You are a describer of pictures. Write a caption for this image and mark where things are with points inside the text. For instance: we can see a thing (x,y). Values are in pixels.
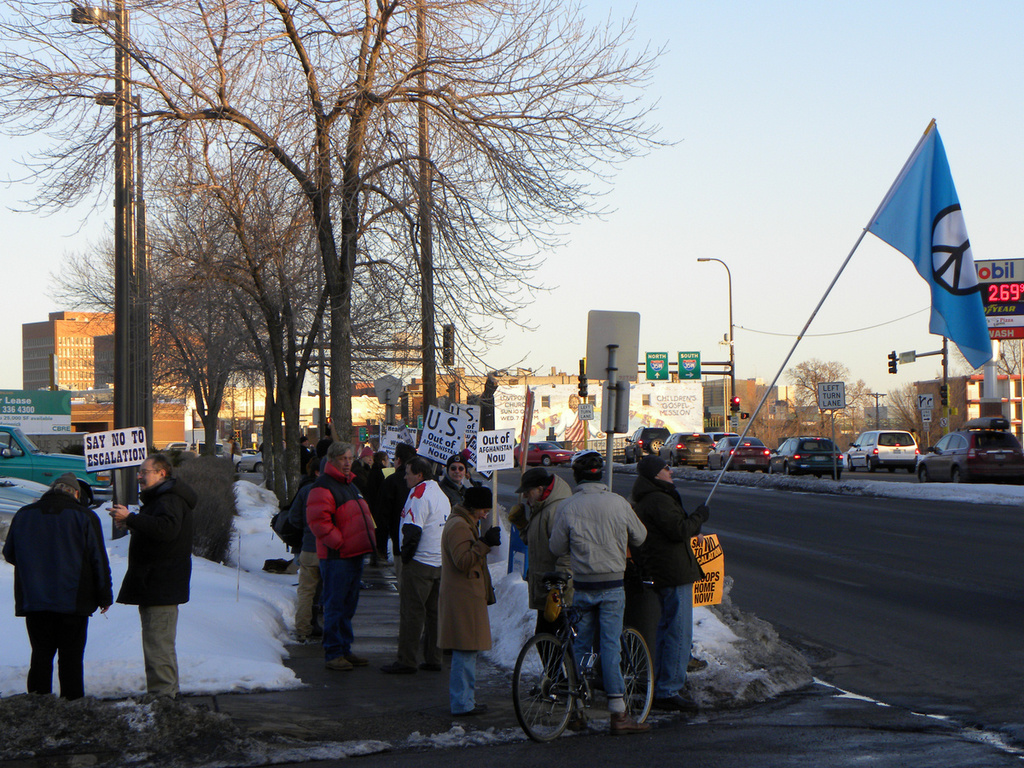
In this image I can see few vehicles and one person (611,591) is sitting on the bicycle (633,664). I can see few people (334,601) and holding a white boards (494,447). I can see a blue flag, trees (808,421), buildings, poles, light poles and traffic signal (585,378). I can see snow (298,574) and board (997,290). The sky (757,112) is in blue and white color.
